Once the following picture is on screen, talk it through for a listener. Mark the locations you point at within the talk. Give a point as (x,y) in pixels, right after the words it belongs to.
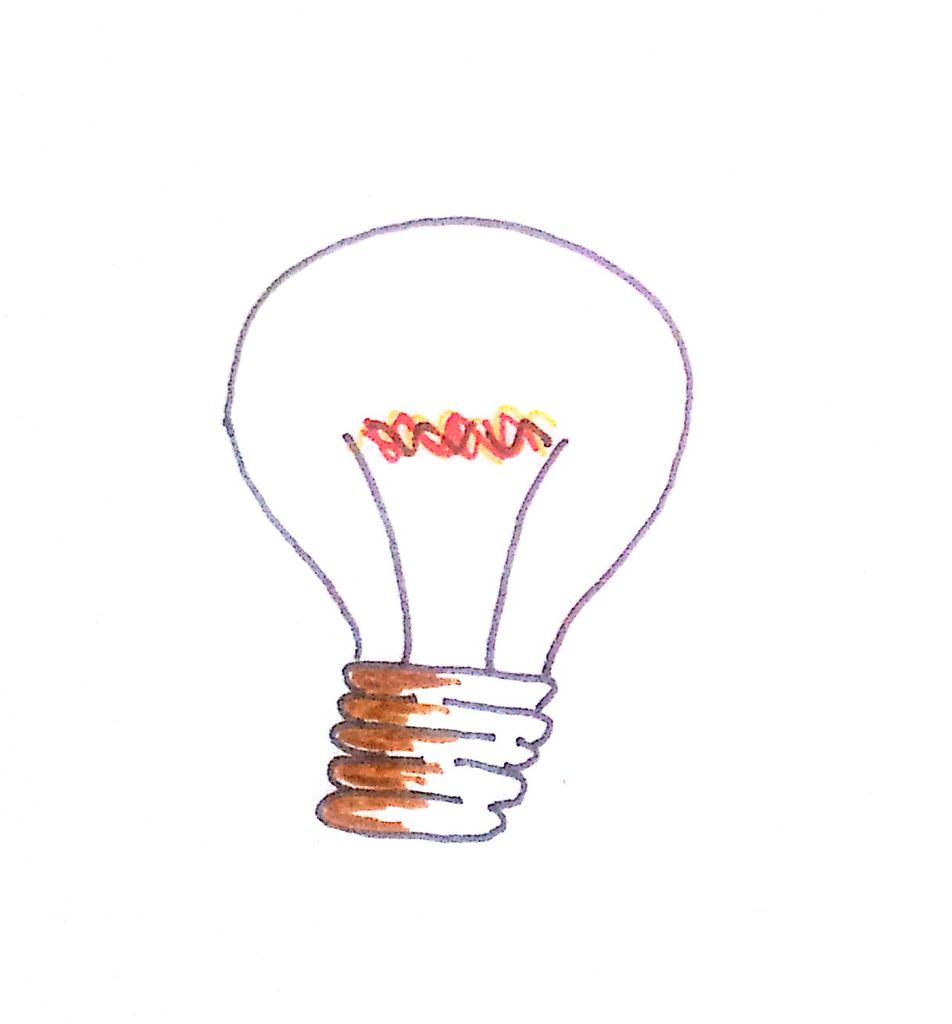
There is drawing of a bulb (458,611) on a white surface (94,417).
